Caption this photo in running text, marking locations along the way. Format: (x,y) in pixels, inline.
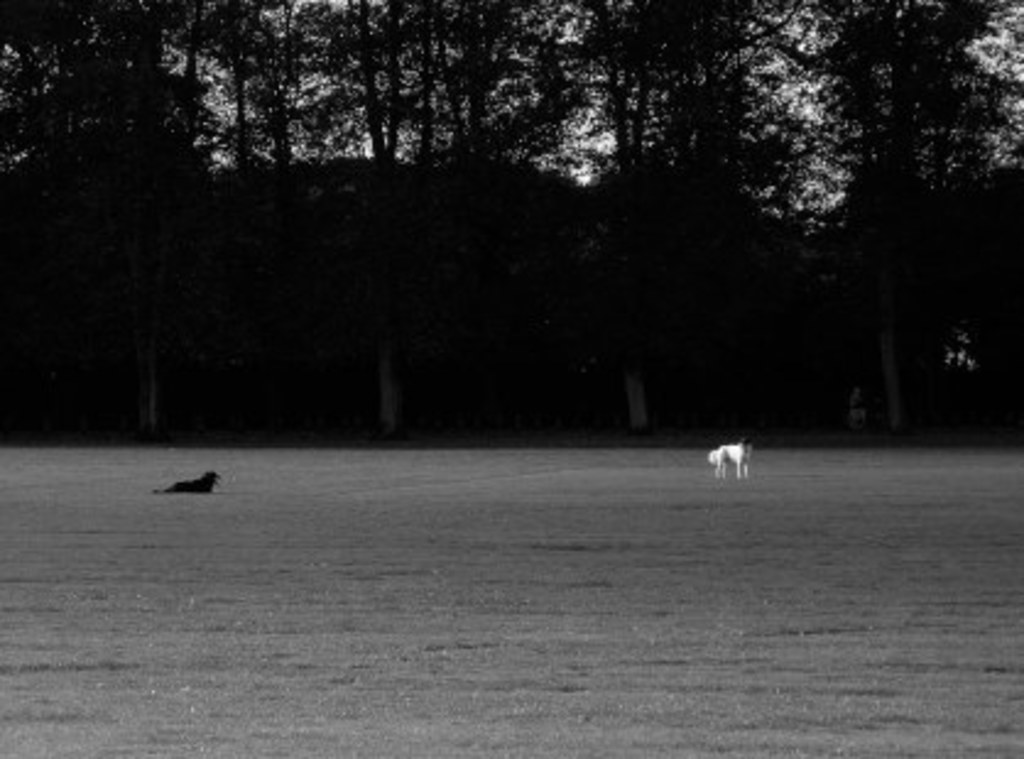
This is a black and white image. In this image we can see there are animals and trees (476,235). In the background (576,156) we can see the sky (573,175).
